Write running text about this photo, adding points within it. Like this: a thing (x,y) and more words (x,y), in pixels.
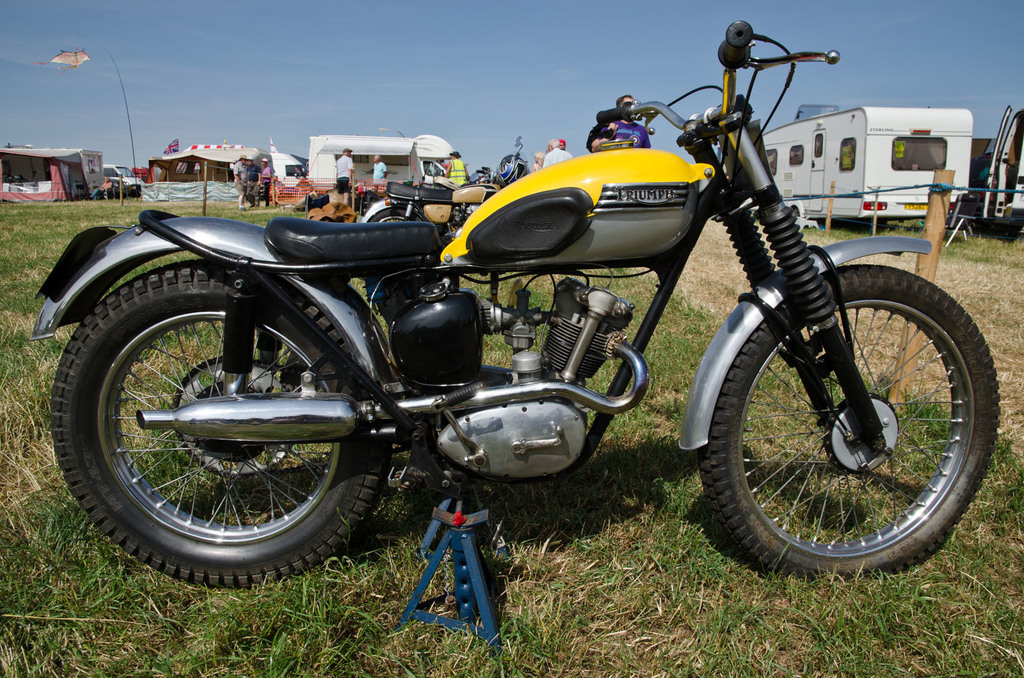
In this picture we can see few vehicles (629,241) and group of people (539,164), in the background (41,225) we can find few tents (81,187) and grass (83,214).
